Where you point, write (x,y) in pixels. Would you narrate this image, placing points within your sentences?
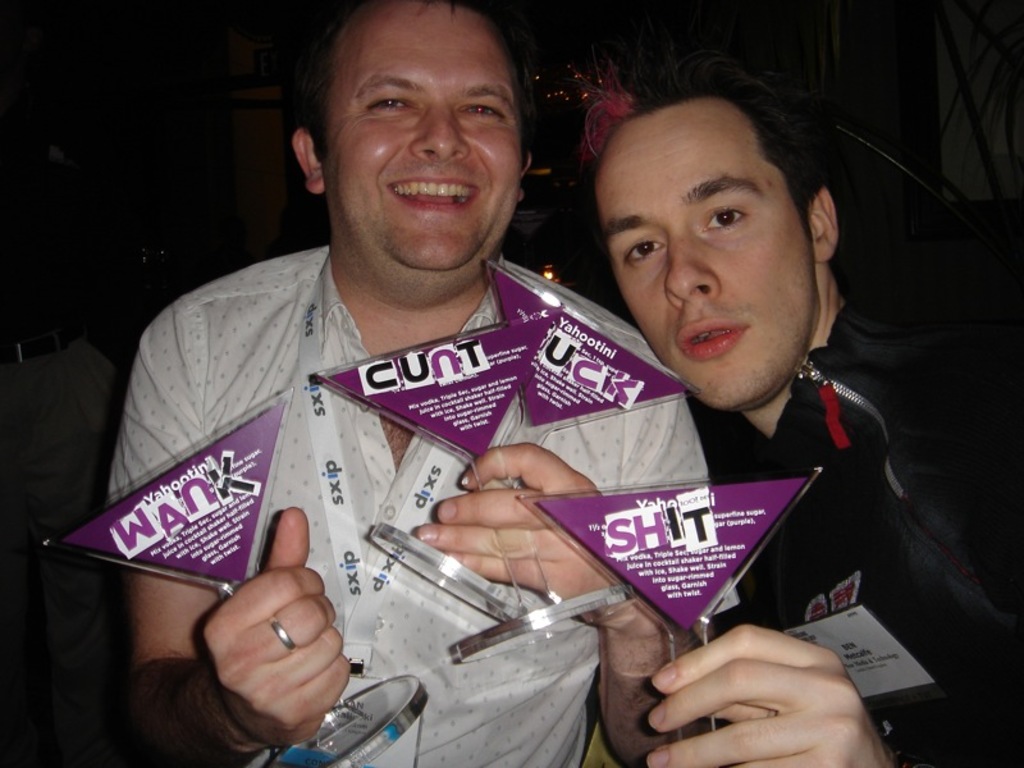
In the picture I can see two persons (735,383) holding few objects (639,499) in their hands (789,649) and there are some other objects (250,50) in the background (232,84).
